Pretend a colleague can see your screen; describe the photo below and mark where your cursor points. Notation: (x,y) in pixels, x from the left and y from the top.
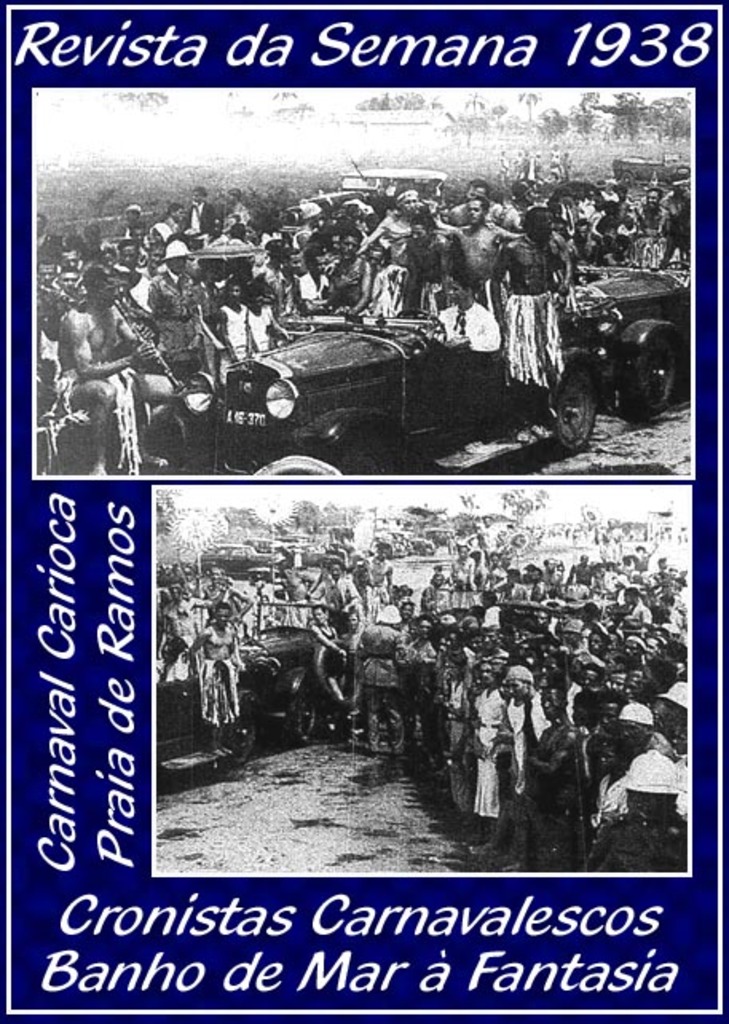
There is a poster (175,132), on which, there are two images (438,319) and white color texts (60,49). In the two images (422,466), there are persons (530,333), vehicles (449,389), trees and there is a sky (315,90). The background (32,525) is navy blue in color.
